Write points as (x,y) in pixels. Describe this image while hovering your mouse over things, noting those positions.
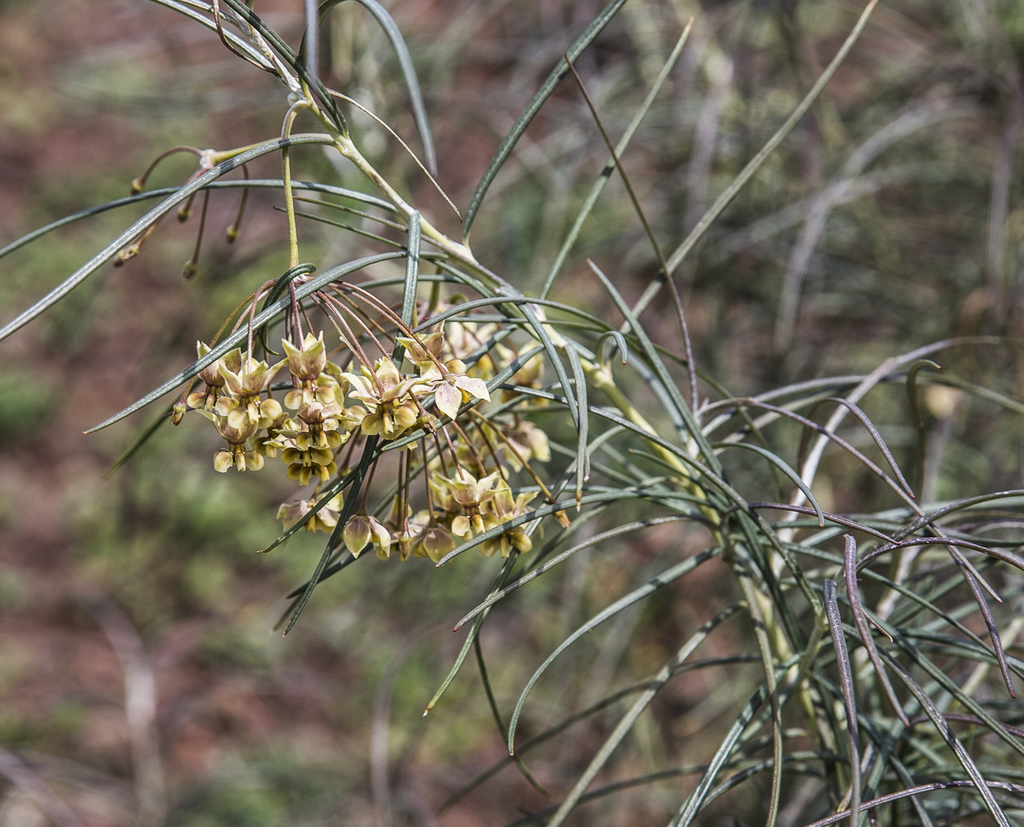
In this image we can see many flowers (291,422) to a plant (531,432). There is a blur background (440,144) in the image.
